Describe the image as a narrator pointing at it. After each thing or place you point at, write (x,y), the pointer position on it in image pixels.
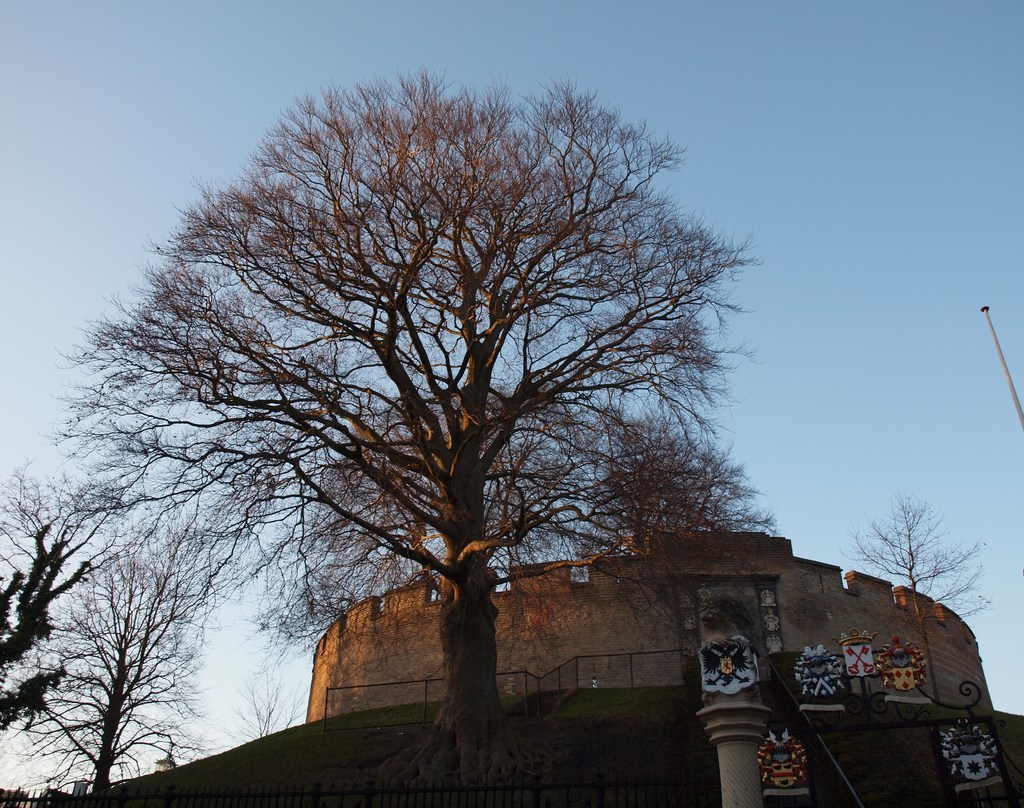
In the foreground (555,495), we can see trees (456,482) and a monument (642,619). The sky (846,149) is in the background (765,235).
